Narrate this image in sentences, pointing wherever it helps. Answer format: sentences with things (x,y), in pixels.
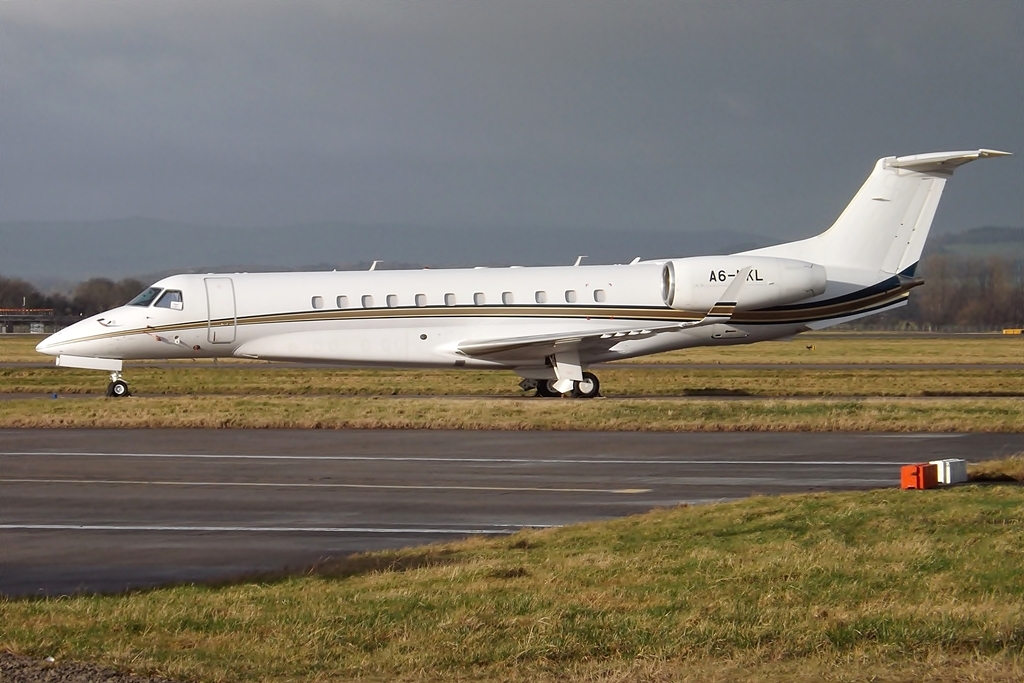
In this picture we can see the sky (593,77), trees (13,285), a house (22,316). We can see an airplane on the ground (493,380). We can see the road (543,486), green grass (789,351). On the right side of the picture (931,473) we can see the white and an orange color objects (951,479).
